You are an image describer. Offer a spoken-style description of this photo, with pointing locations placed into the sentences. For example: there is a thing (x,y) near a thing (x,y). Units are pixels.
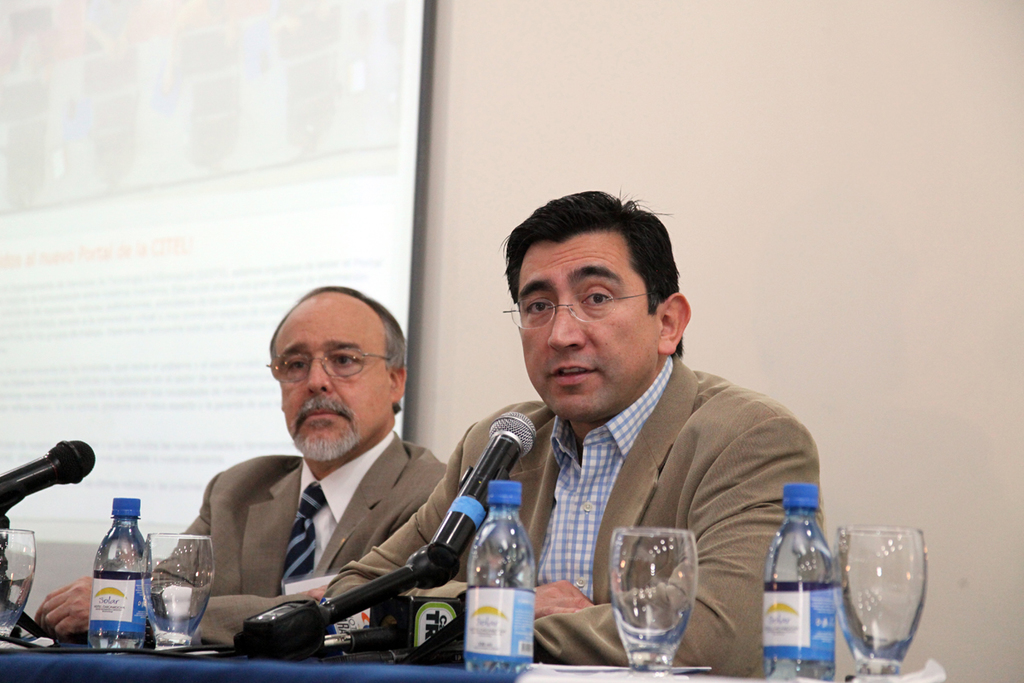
This image consist of two men (224,578). They are sitting in a conference. Both are wearing brown suits (418,475). In front of them there is a table (261,664). On which there are bottles (109,569), glasses (203,587), and mics (422,601). In the background (189,220), there is a projector screen (376,113) and wall (639,94).
